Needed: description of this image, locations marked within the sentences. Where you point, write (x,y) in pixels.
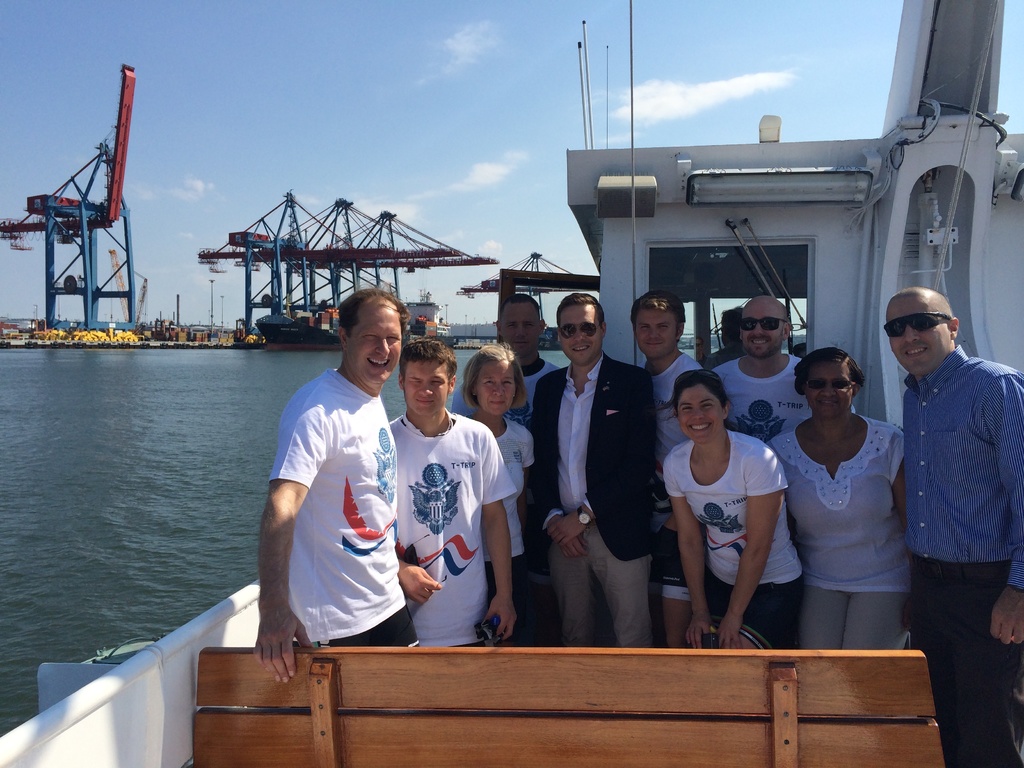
In this image there are a few people (693,458) standing on the ship (911,712) with a smile on their face (690,393). On the left side of the image (192,444) there is a river (187,408). In the background (334,264) there are a few metal structures (203,258) and the sky (297,126).
